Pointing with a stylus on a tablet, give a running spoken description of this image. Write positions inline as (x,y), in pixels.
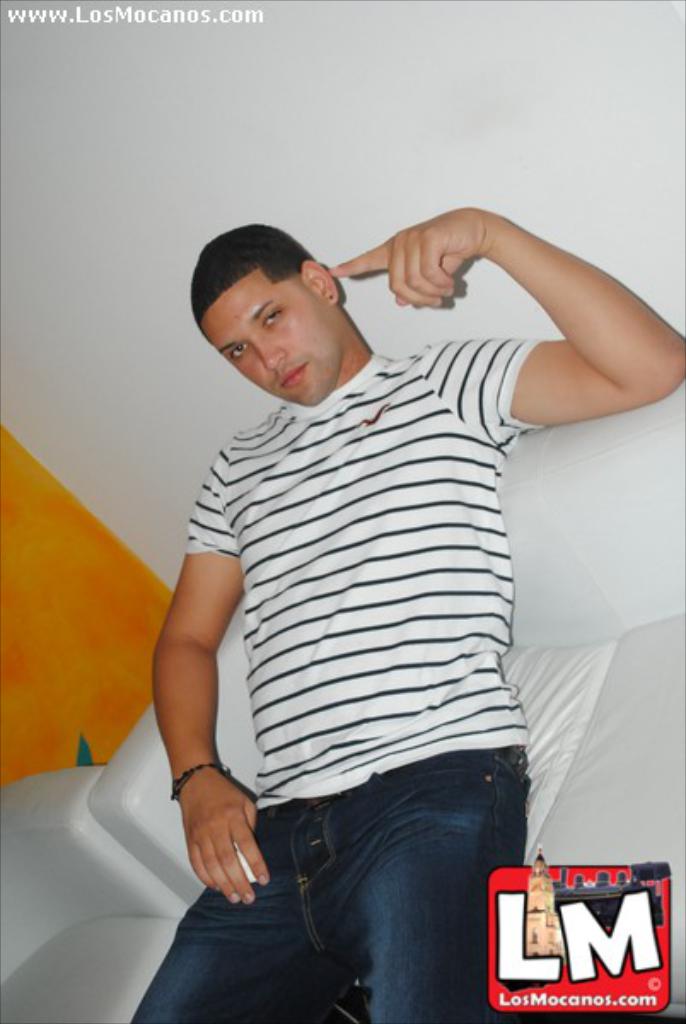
This image consists of a man (320,735) wearing blue jeans (351,829) and white T-shirt (395,733). At the top (311,122), there is a wall (500,115). He is sitting on a sofa (607,792).
